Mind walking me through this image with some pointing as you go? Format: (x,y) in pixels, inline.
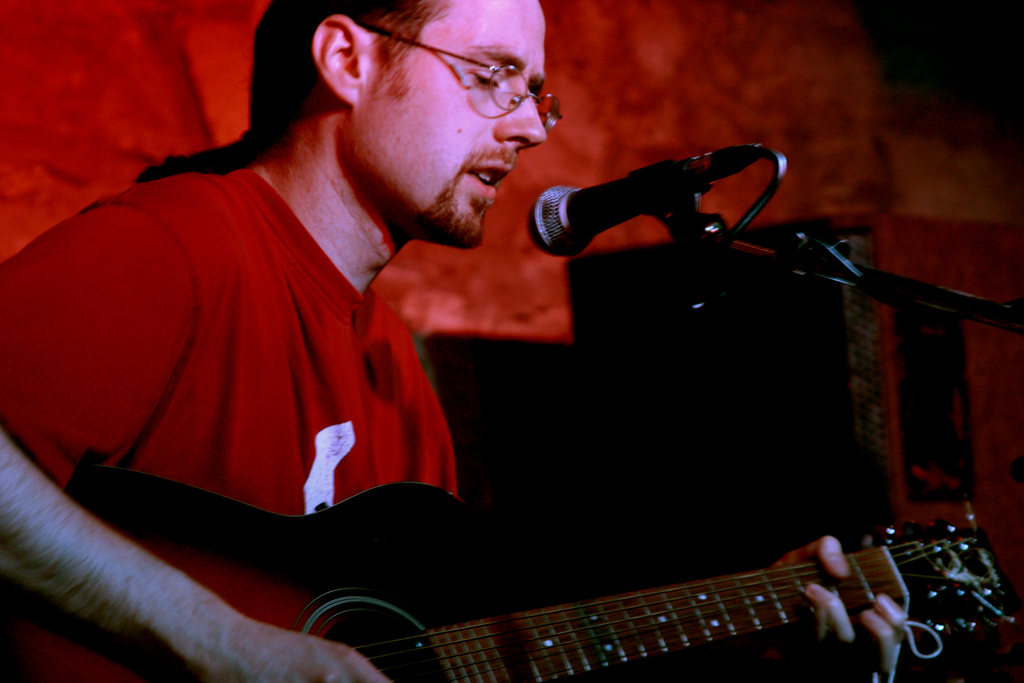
As we can see in the image there is a man (457,218) singing on mike (571,229) and holding guitar (638,641) in his hands (307,680).
